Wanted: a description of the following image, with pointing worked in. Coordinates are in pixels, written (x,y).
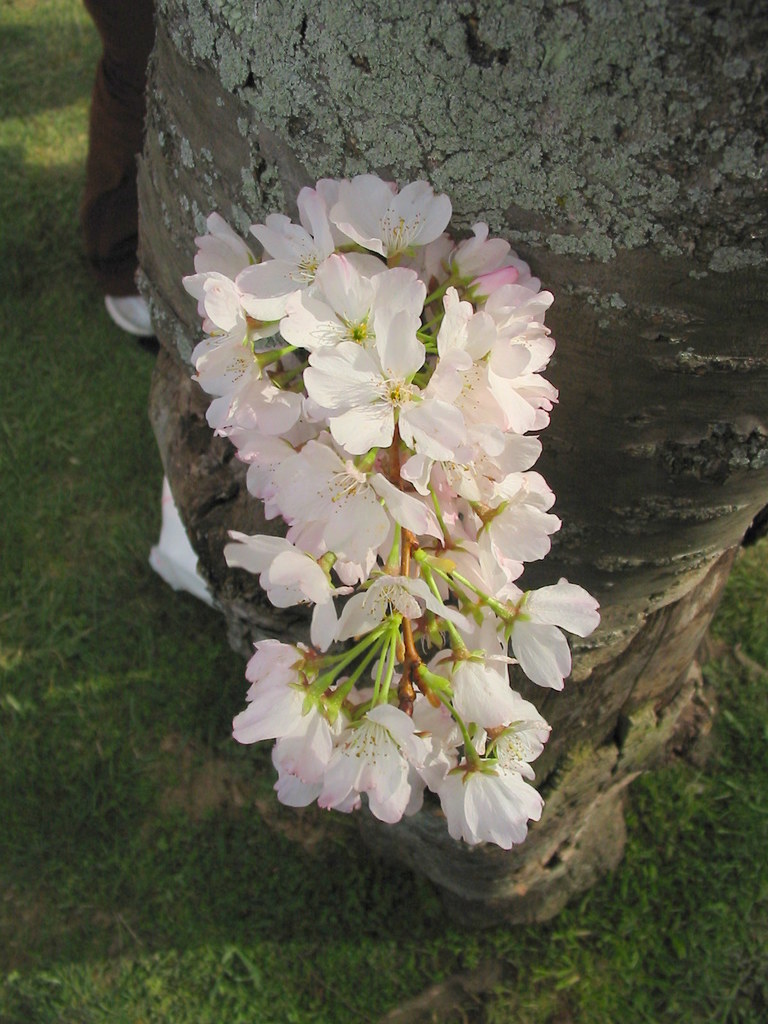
In this image in the center (425,570) there are some flowers (350,591) and in the background (559,911) there is a tree (224,441) and some persons (101,151), at the bottom (268,812) there is grass (192,968).
